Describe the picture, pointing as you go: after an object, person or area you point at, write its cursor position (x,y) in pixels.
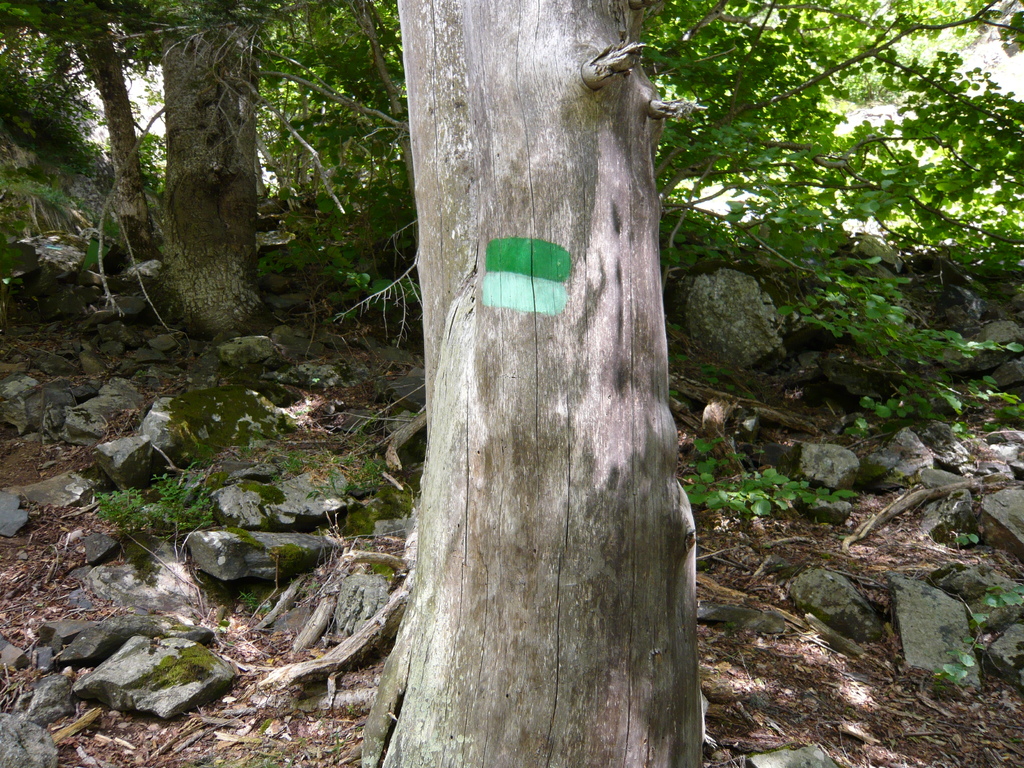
In this picture I can see plants (288,254), rocks (808,765), trees (541,565).
